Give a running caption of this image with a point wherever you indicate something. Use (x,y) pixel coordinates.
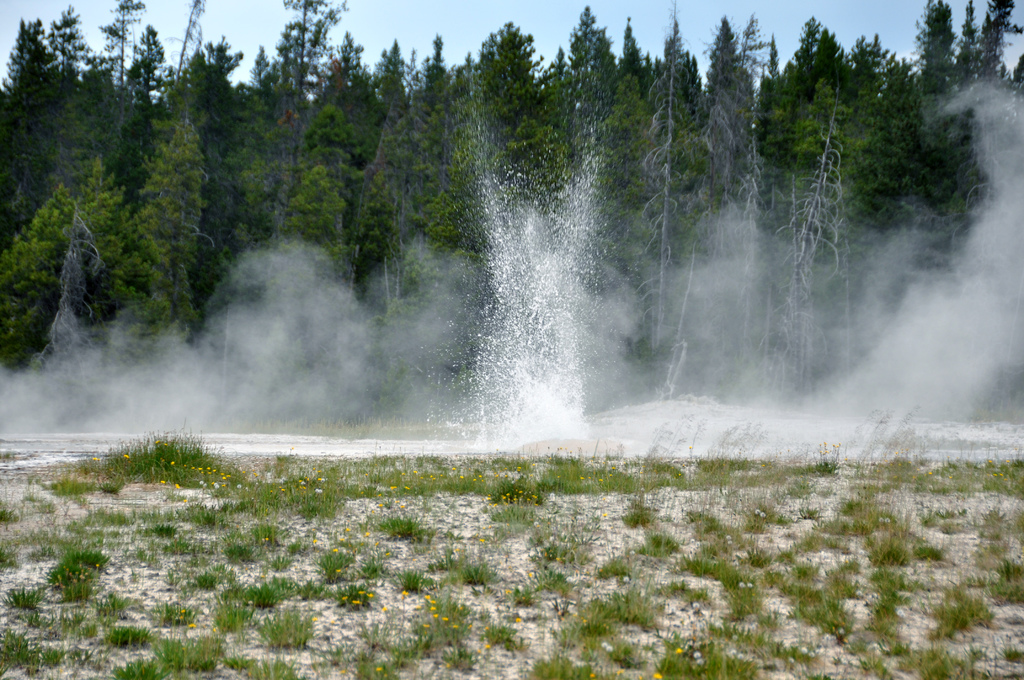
In this image I can see grass ground (210,492) in the front (761,548). In the background (646,390) I can see water (550,264), smoke (27,396), number of trees (425,203) and the sky (366,21).
